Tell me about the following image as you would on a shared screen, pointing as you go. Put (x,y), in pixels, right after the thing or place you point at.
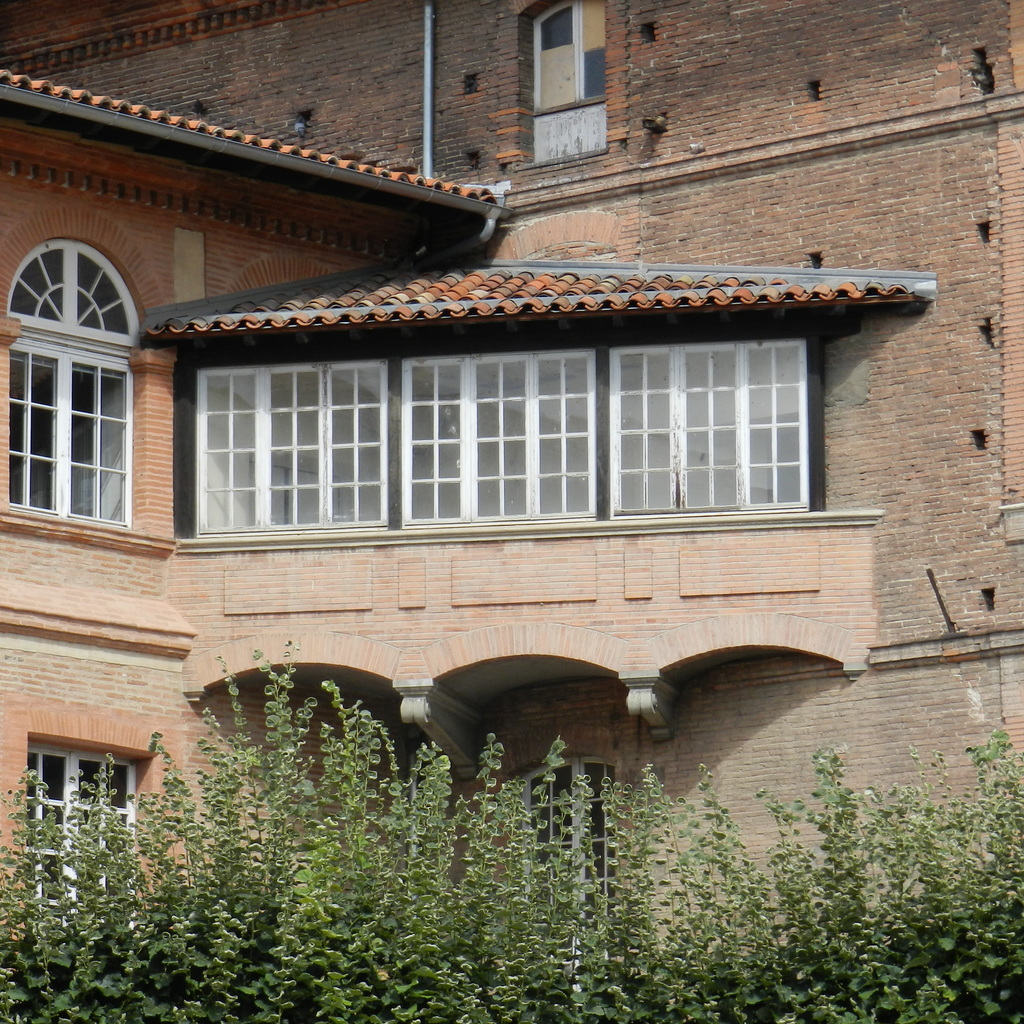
In this picture I can see a building (473,510) and plants (476,975). I can also see windows (348,425) and a white color pipe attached to the wall (471,260).
